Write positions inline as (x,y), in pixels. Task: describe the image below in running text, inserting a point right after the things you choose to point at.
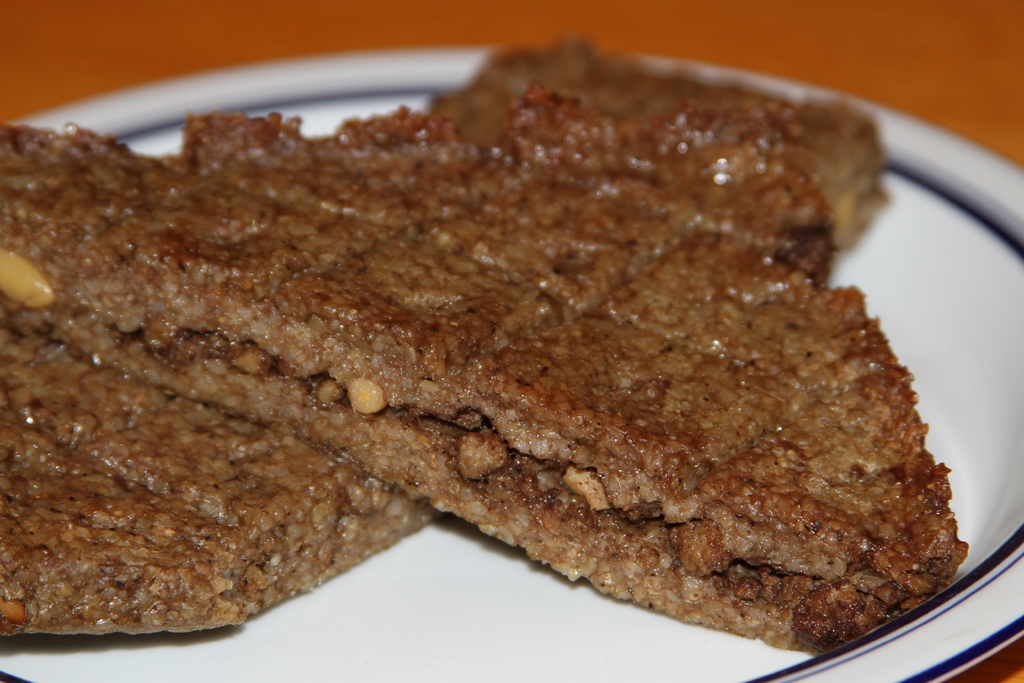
In the picture we can see a plate (449,618) which is white in color with some cookies (580,429) on it which are brown in color and with some dry fruits (15,295) in it.
